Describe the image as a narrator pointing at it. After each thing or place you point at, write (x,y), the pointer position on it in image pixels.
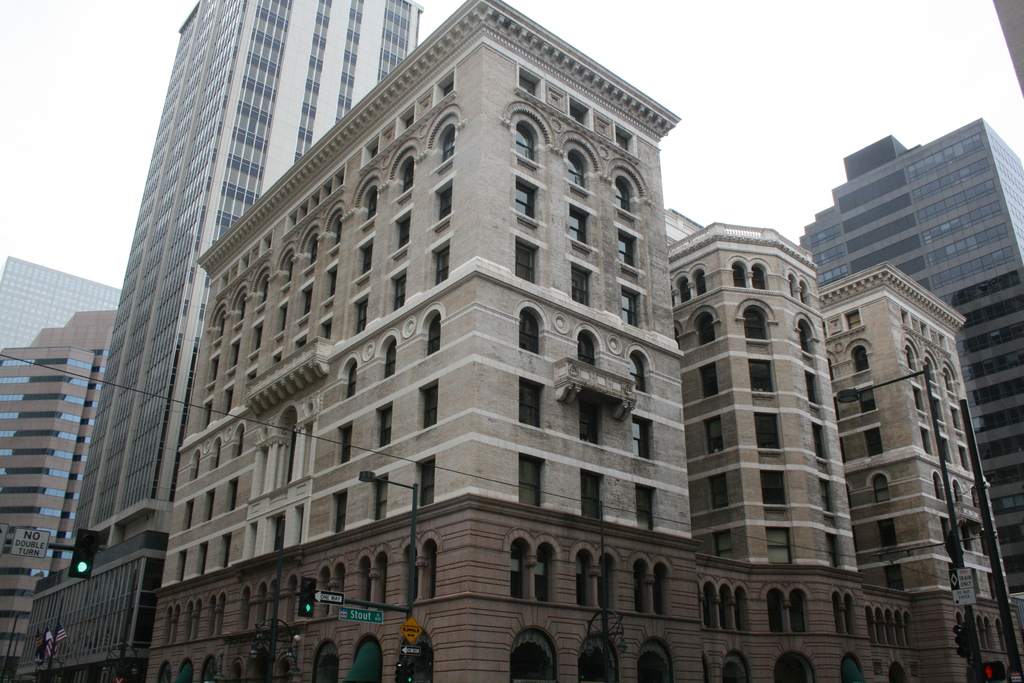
In this picture we can see there are buildings (412,383). In front of the buildings (555,436), there are poles (414,607) with traffic signals (308,602) and the directional boards (370,612). In the bottom left corner of the image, there are flags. In the bottom right corner of the image (948,479), there is a street light (980,675) and a board (969,575).
